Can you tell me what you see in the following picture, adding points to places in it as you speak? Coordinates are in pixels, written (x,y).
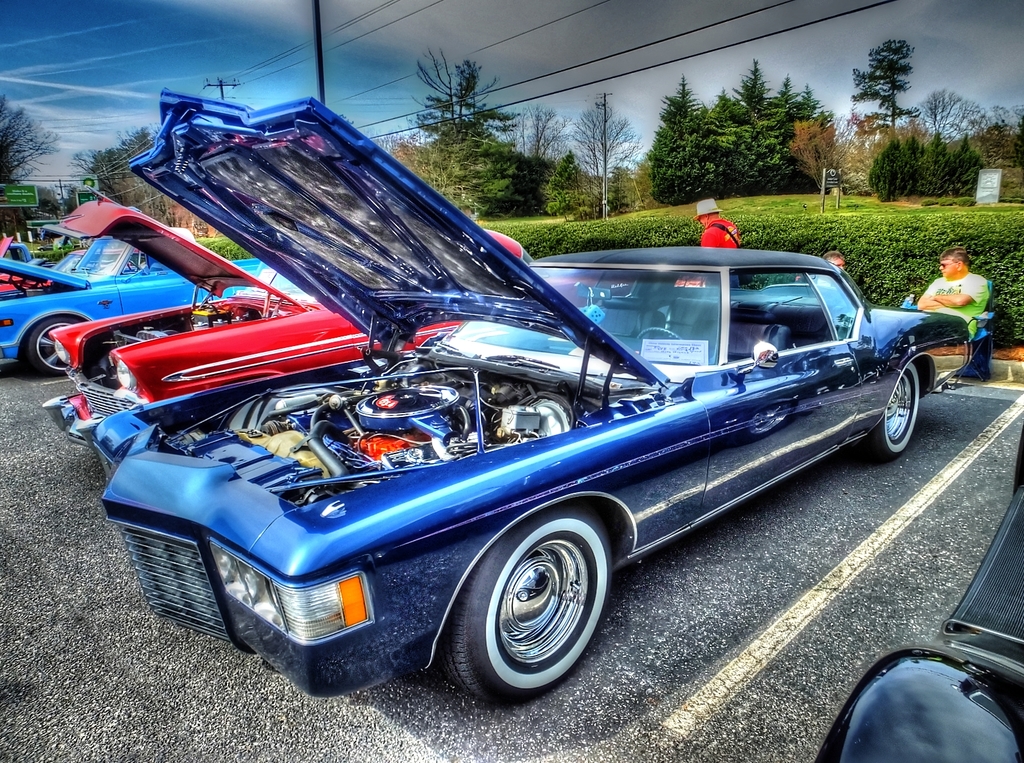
In the image we can see there are cars (327,338) parked on the road (609,654) and there are people (971,275) sitting on the chairs (969,345). There are bushes (784,235) and there are electrical wire poles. Behind there are trees (436,64) and there is a cloudy sky (379,93).
